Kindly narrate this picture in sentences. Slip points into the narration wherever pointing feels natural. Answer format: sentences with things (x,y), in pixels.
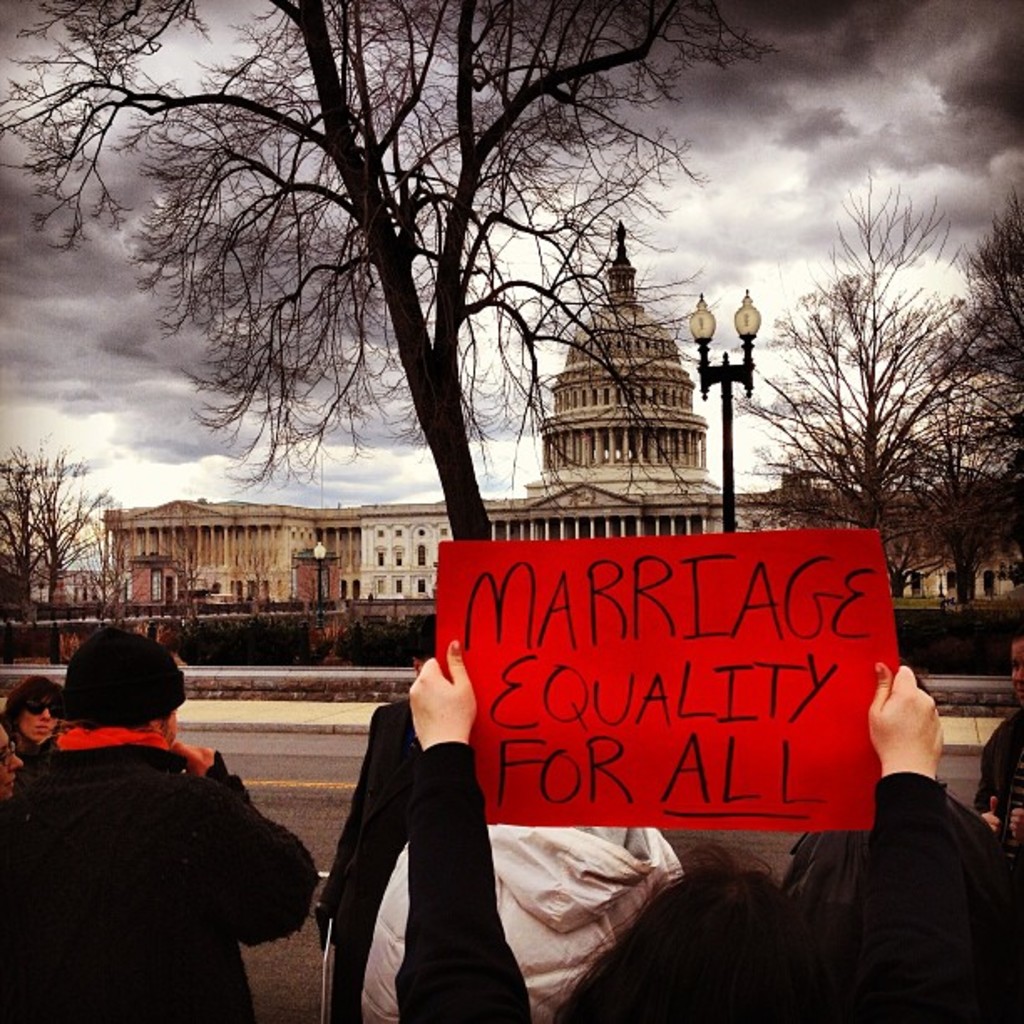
In this image there are people (566,925) standing on a road (296,778), in the background (277,707) there is a footpath (291,716), trees (891,532), light pole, palace (360,543) and the sky (768,18).
